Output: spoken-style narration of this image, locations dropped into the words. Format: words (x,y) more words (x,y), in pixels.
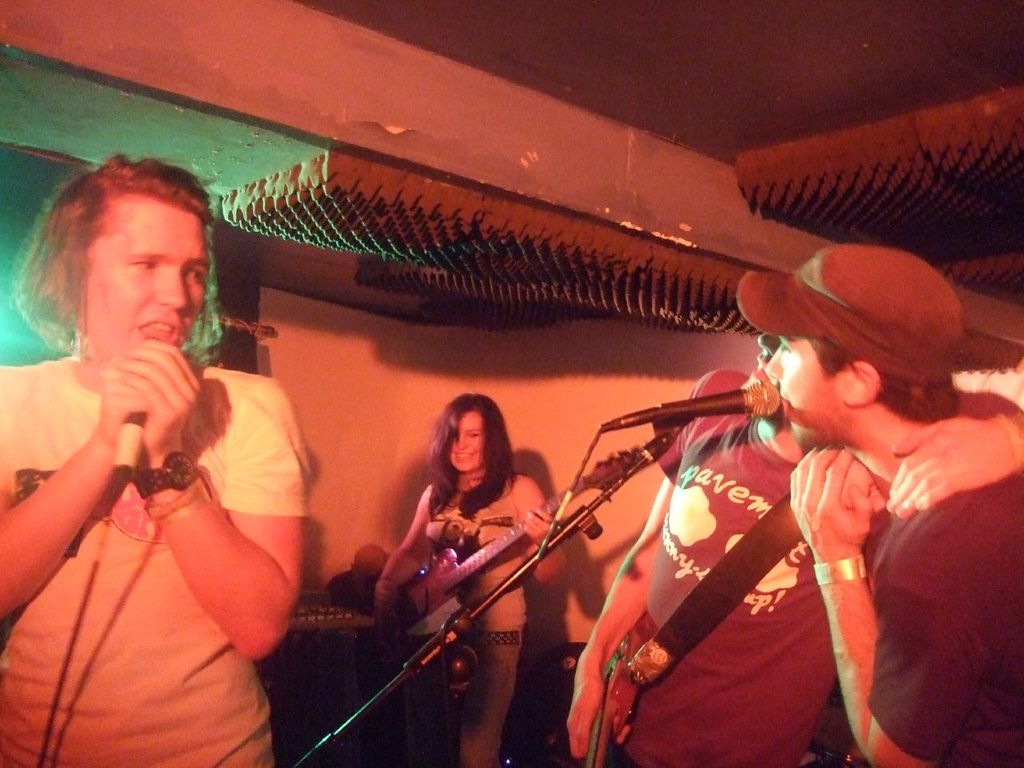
In this image we can see this three persons (975,673) are standing at the mics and singing. In the background (505,605) we can see this woman (494,477) is holding a guitar (490,542) and playing it.
